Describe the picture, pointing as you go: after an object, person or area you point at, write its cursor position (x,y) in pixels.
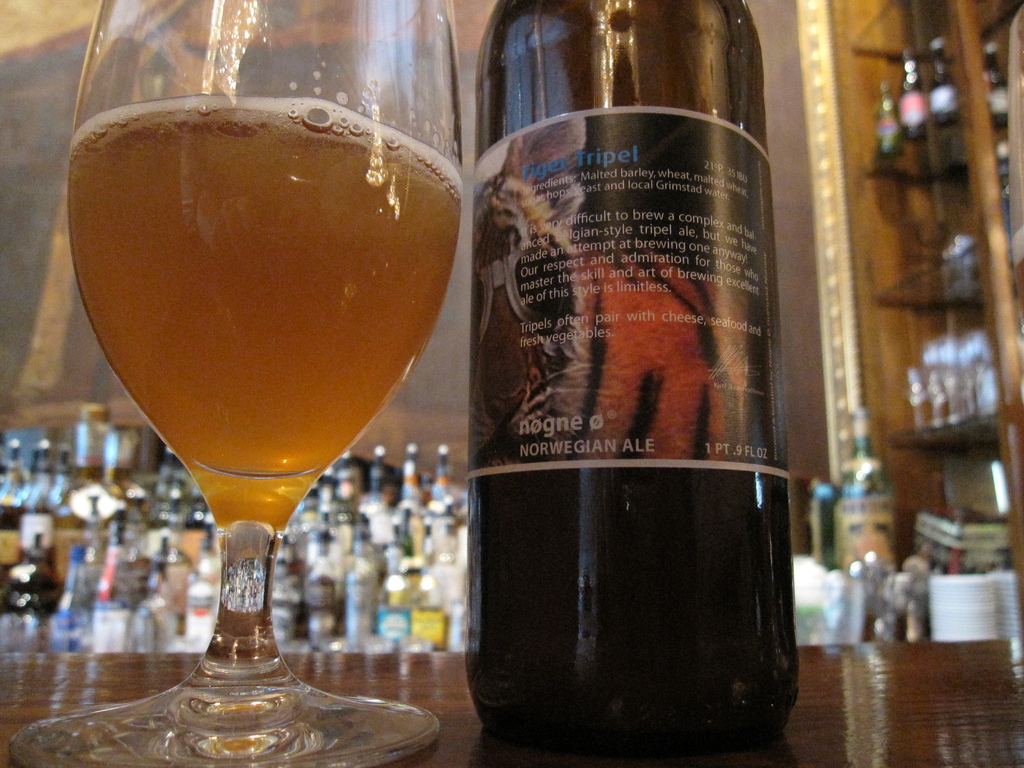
In this image there is a table (404,696). There are glass (350,737) and bottle (590,555). There are many bottles (70,581) in the background (421,560). There is cupboard (908,521) on the right side (943,460).
